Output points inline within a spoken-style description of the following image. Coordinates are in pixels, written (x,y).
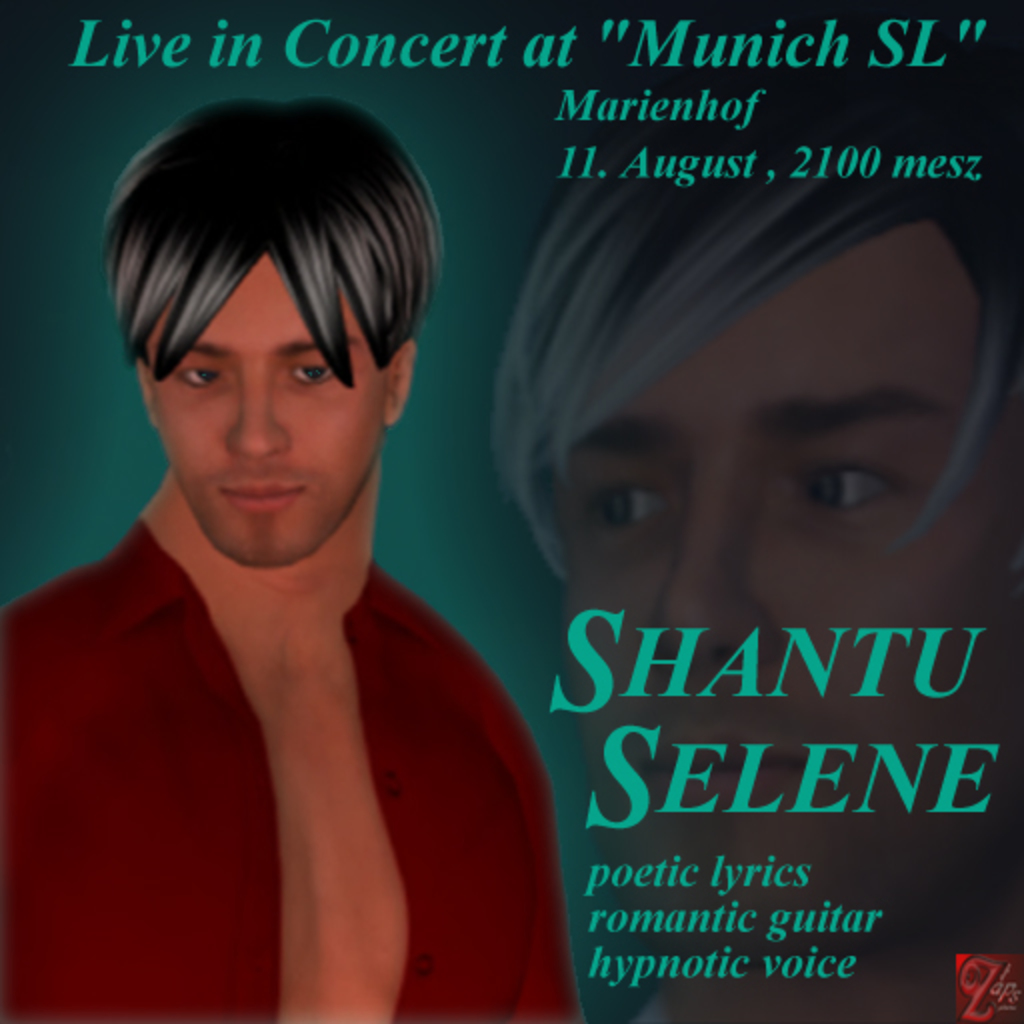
In the foreground of this image (253,490), there is an image of a man (244,527) and some text (776,773). We can also see a person's face (768,511) on the right (861,377).
